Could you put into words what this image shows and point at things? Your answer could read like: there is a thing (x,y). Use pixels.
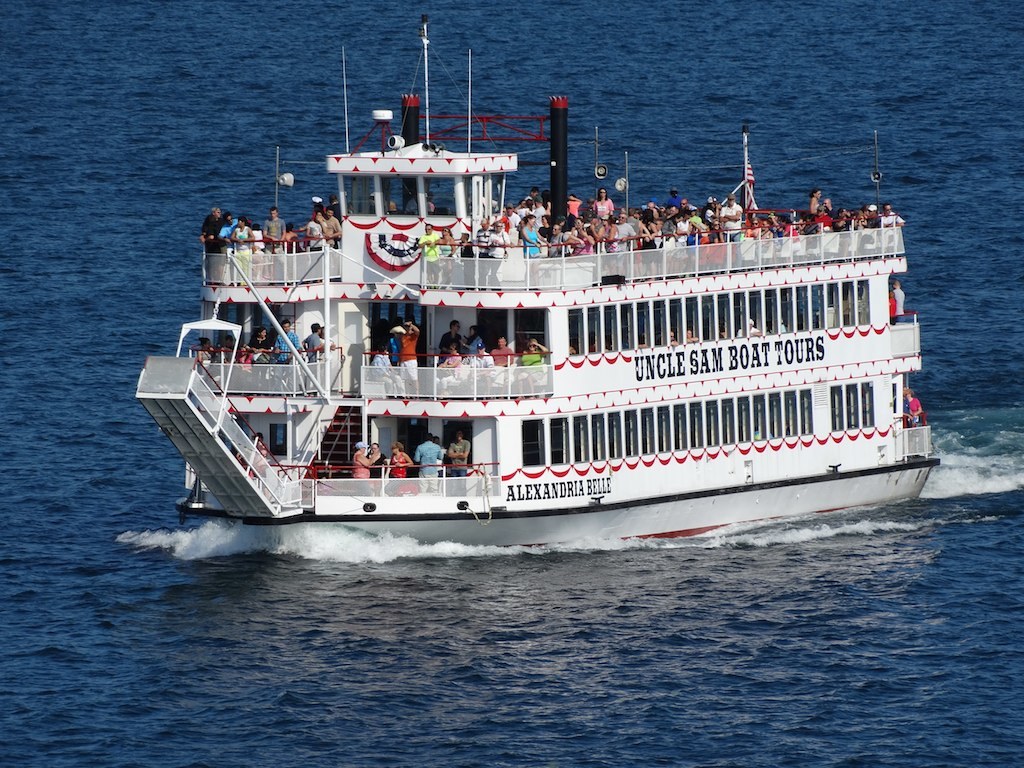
In this picture there is a big ship (866,295) in the center of the image (499,363), in the water (61,228) and there are many people (330,234) in the ship (586,266), there is water (981,712) around the area of the image.
